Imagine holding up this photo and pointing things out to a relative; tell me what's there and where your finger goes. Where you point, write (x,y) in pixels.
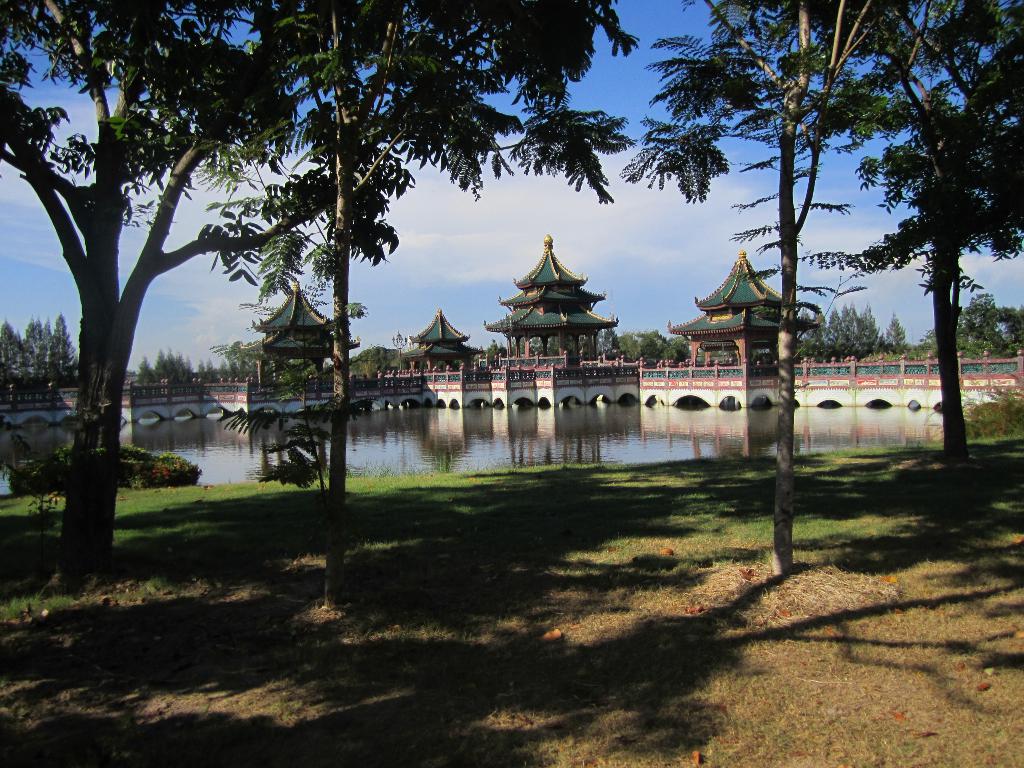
We can see trees (1006,192), grass (686,524) and plants (1006,406). In the background (624,437) we can see water (468,413), wall (449,400), ancient architectures (577,293), trees (823,340) and sky (617,229) with clouds (623,205).
